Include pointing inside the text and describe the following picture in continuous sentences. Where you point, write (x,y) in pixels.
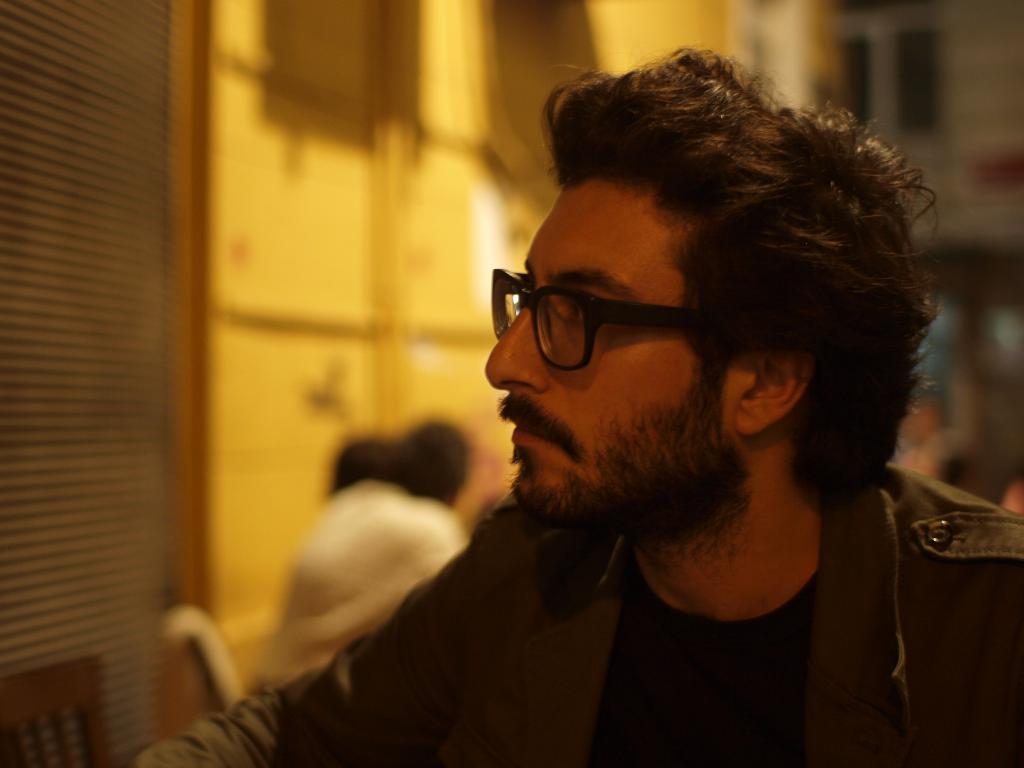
In this image I can see a man (676,545) is wearing a jacket (502,590) and spectacles (571,369). The background of the image (248,209) is blurred.
